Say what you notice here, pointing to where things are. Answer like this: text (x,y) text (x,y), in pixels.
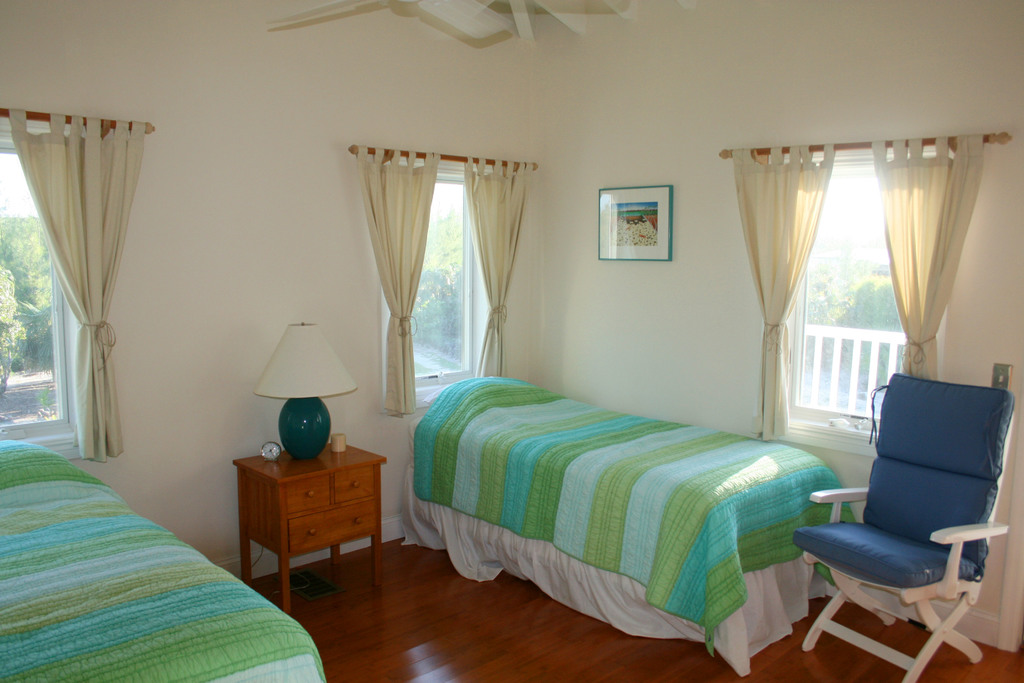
In this picture we can see bed (425,494), chair (902,479), windows (846,323) with curtains (412,238), table (279,529), lamp (310,425), clock (276,448), frame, wall (251,231) and from window (51,269) we can see trees (837,308).
